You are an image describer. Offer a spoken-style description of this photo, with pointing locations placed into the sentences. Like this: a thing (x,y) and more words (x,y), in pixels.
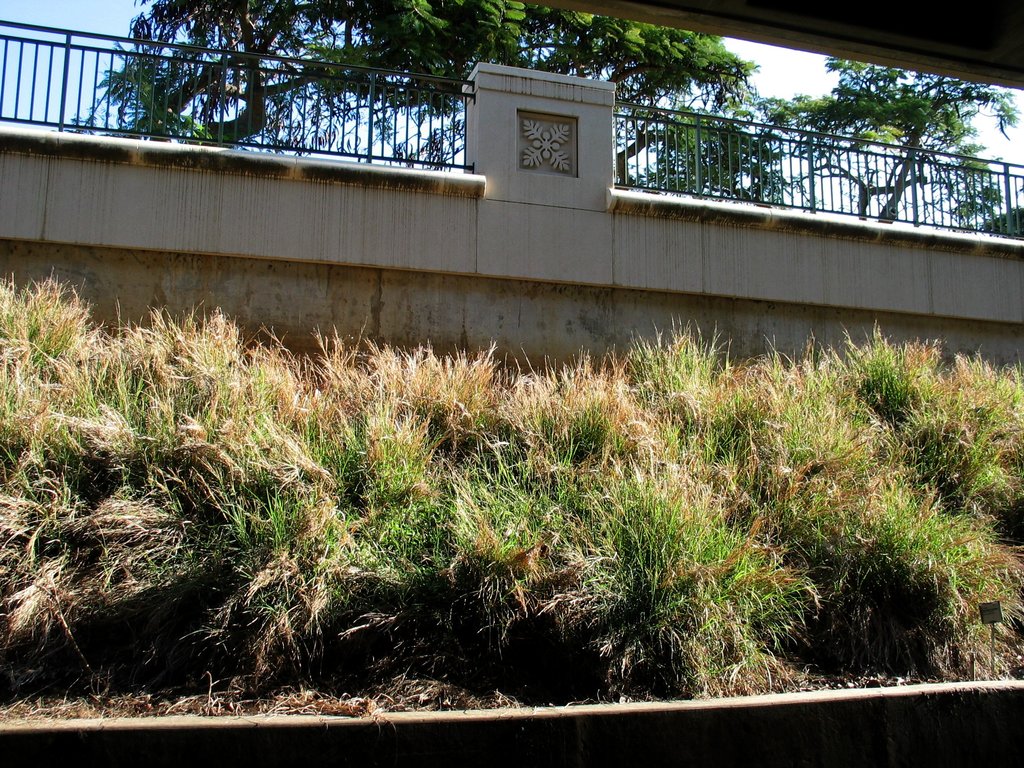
In the picture we can see grass plants (427,621) near the wall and to the wall (151,222) we can see railing (34,96) and behind it, we can see trees (871,111) and part of the sky (20,1).
